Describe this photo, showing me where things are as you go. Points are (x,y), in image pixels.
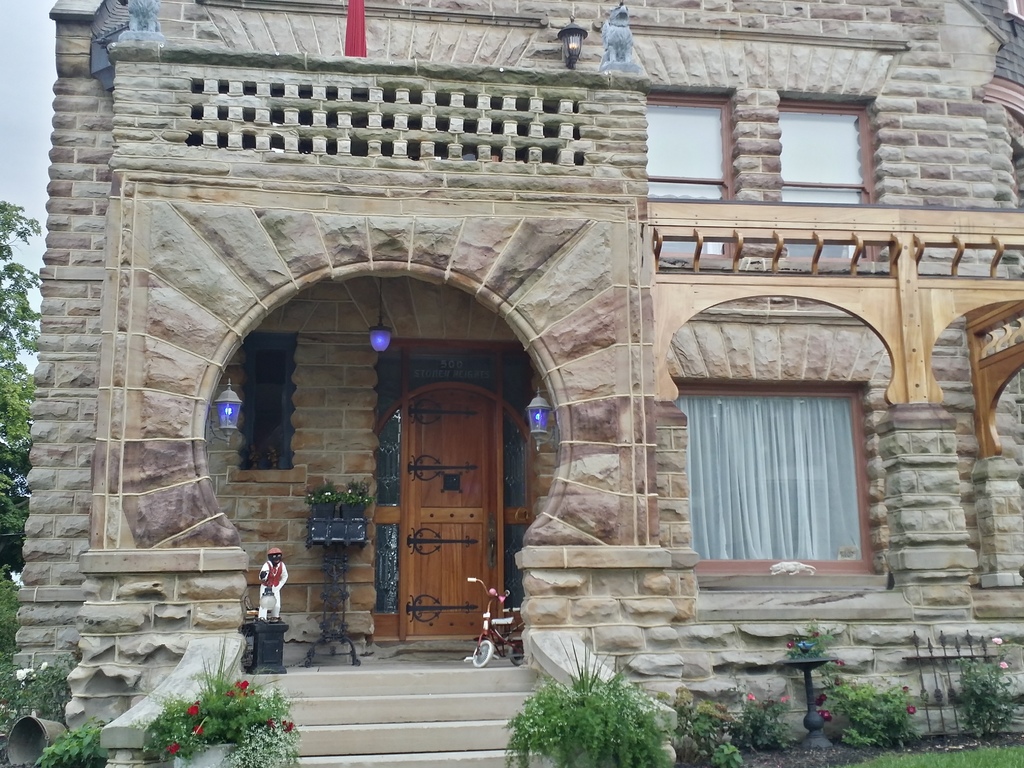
As we can see in the image there is building (494,249), door (456,404), statue (272,568), curtain (695,501) and grass (901,763). There are plants (586,706), stairs (438,688), trees (5,369) and at the top (2,134) there is sky (2,110).
